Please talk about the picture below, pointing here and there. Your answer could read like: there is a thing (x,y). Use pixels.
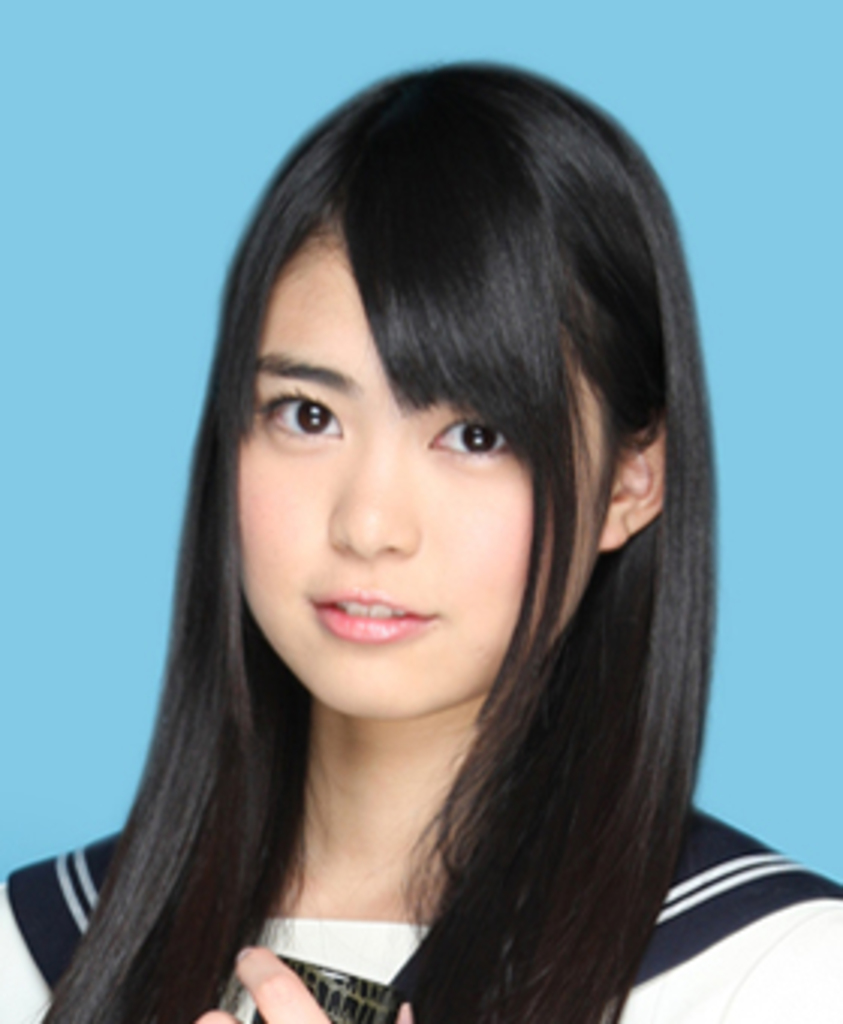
In this image I can see a woman (574,184) with blue color background (740,27). This image is taken may be in a room (751,52).
